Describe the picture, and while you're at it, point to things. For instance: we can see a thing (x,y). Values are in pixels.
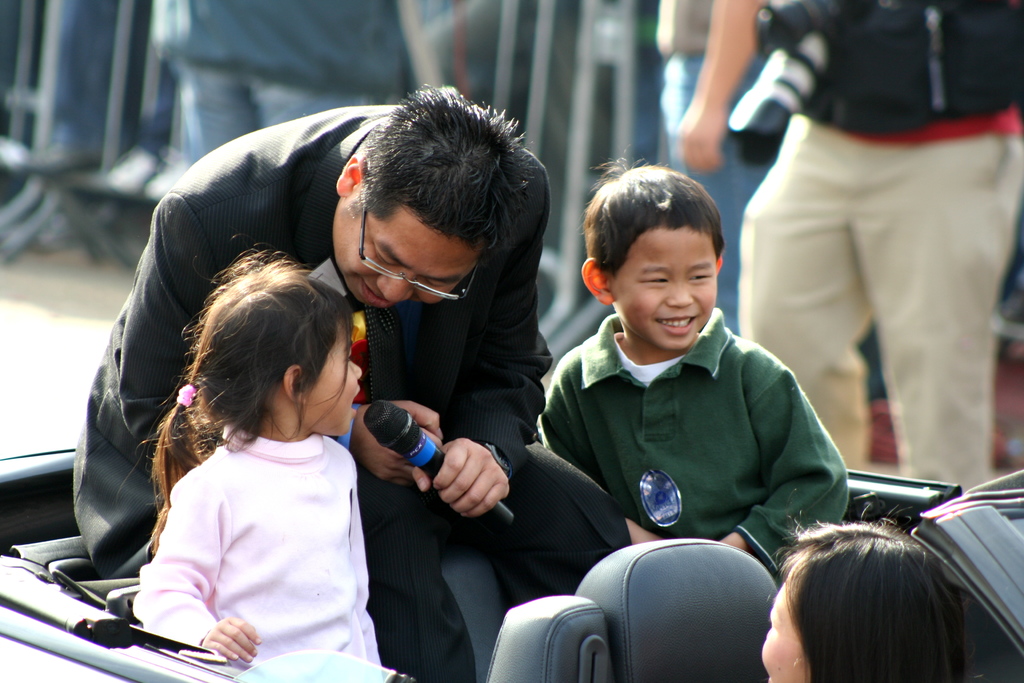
There is a person (438,395) holding a mic (407,450) and people (356,388) on a vehicle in the foreground (467,362) and there are people (695,123) in the background area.
